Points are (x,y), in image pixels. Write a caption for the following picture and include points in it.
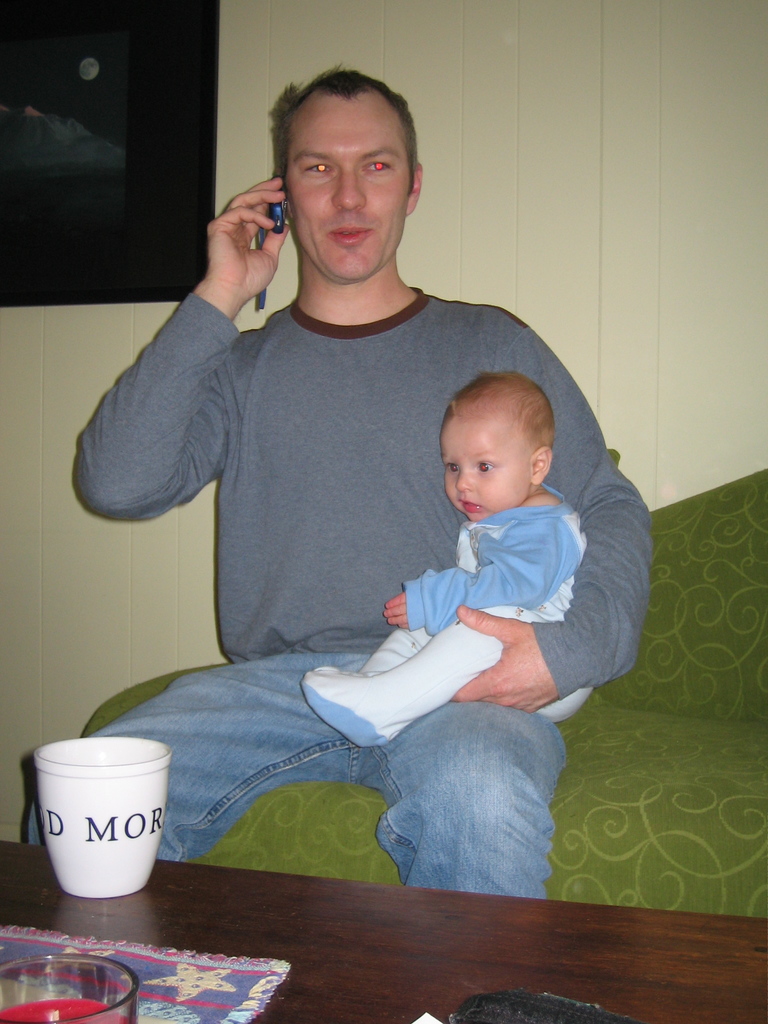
Here we can see a man (155,737) sitting with baby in his hand (510,649) and speaking to someone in his mobile phone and in front of him we can see a table (145,891) and a glass (9,1013) present.
